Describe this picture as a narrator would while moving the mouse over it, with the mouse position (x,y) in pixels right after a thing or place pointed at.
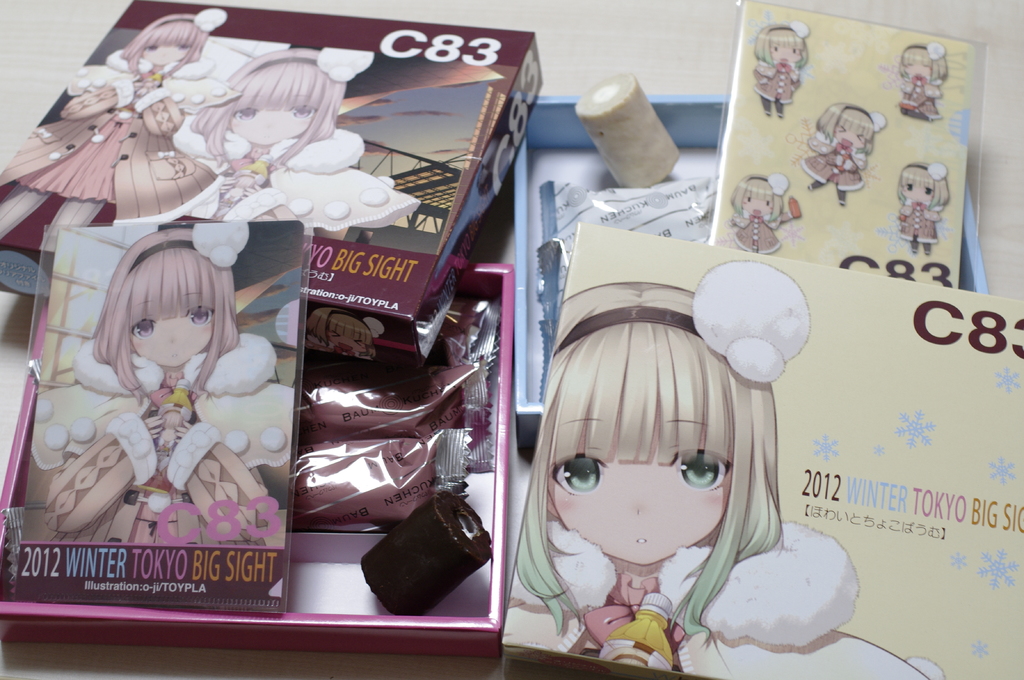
This picture seems to be clicked inside. On the right (753,39) there is a blue color box (521,178) containing the stickers (835,30) of a doll (906,233) and some other objects (560,257), which is placed on the top of an object (693,12). In the foreground (874,350) we can see the picture of a girl (705,484) and the text (810,478) is printed on the top of the box (884,310). On the left (230,562) there is another box (256,624) containing a book (197,363) with a picture of a girl (179,347) and the text (153,564) on it and there are some items (416,409) in the box (311,563). In the background (429,134) we can see the lid (404,26) of a box (385,319) with the picture of a girl (149,169) and the picture of the sky (431,155) and some other objects (422,188).
